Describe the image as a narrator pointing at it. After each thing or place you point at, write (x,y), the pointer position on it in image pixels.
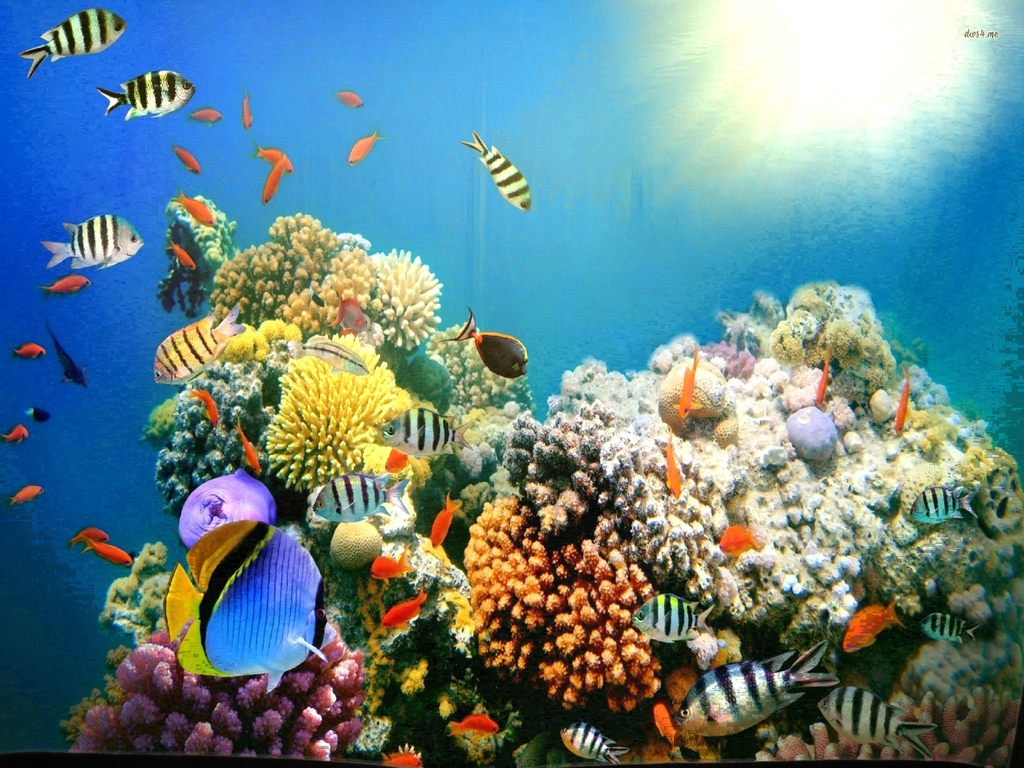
In this image I can see few aquatic plants (737,612) and few colorful fish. Background (764,133) is in blue and white color.
